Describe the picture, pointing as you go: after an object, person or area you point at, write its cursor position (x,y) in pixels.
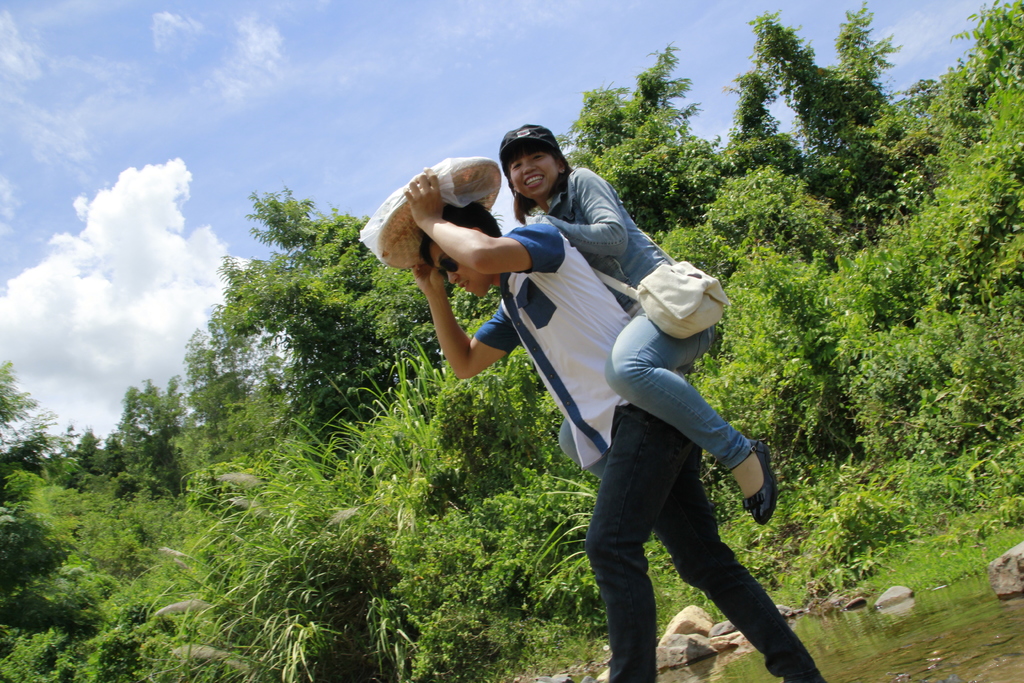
In this picture there is a man (557,391) who is wearing goggle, t-shirt (580,317), and jeans (725,566). He is holding a plastic cover (445,190). Back side of him we can see woman (621,220) who is wearing shirt (598,229), blue jeans (667,350) and shoe (771,502). He is walking near the water (840,648). In the background (249,537) we can see many trees (937,116), plants (933,325) and grass (597,641). Here we can see stones (1016,585) near to the water (721,665). On the top (227,111) we can see sky (283,80) and clouds (244,44).
